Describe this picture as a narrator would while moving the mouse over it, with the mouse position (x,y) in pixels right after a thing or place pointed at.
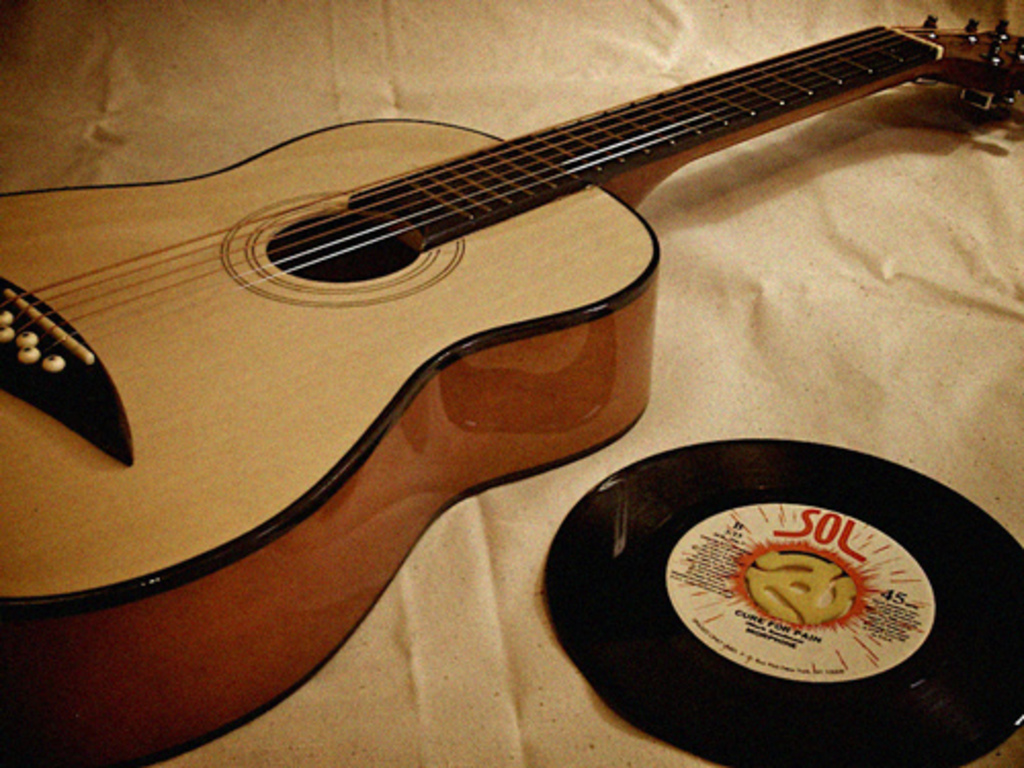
In this image there is a brown and cream color guitar (562,248) which is placed on the bed (447,68) and at the right side of the image (795,513) there is a disc shape object (830,564) which is placed on the bed (824,431).
